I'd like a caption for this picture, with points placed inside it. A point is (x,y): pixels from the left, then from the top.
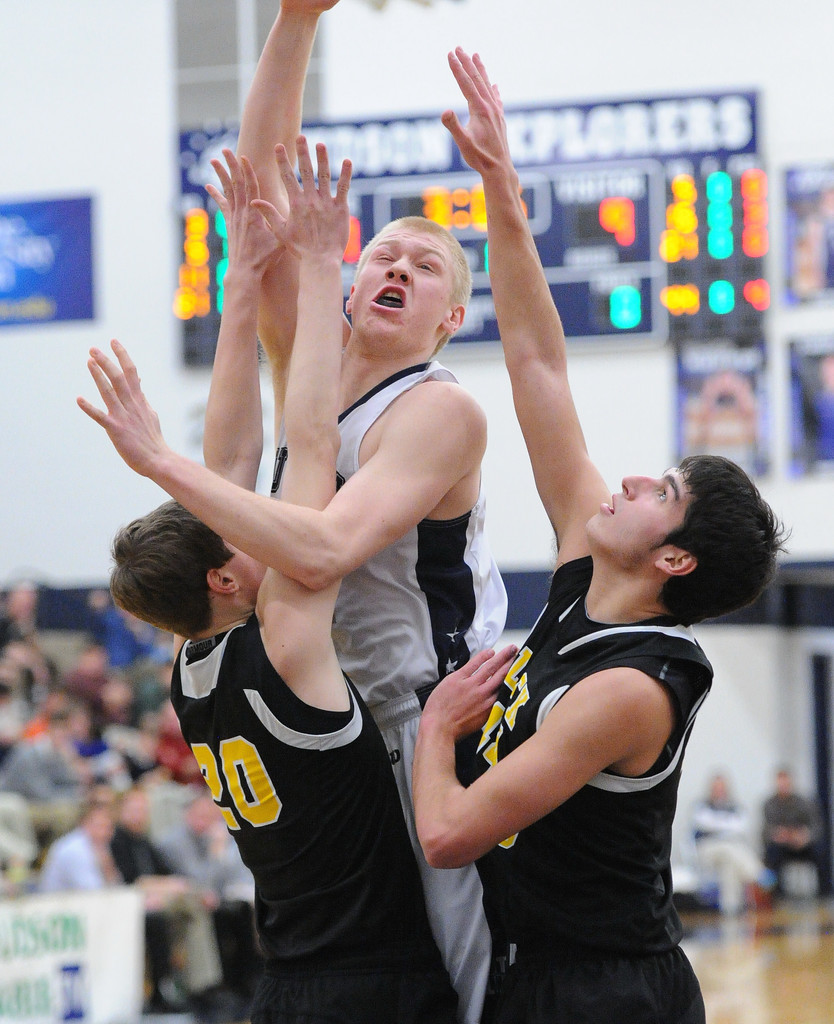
In the center of the image (393,664) we can see persons (354,857). In the background (21,604) we can see crowd (17,607) and screen (763,226).
